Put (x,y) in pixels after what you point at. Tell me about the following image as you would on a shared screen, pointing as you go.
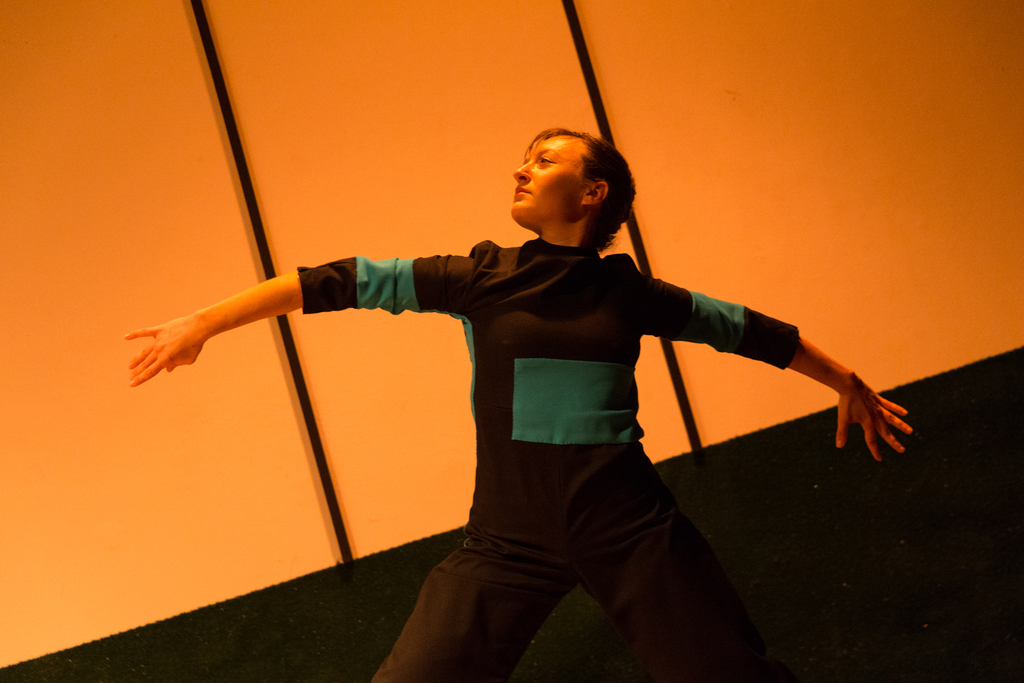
In the center of this picture (572,291) we can see a person (491,509) wearing t-shirt (543,443) and seems to be dancing. In the background (912,173) we can see the wall (805,128) and some other items (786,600).
